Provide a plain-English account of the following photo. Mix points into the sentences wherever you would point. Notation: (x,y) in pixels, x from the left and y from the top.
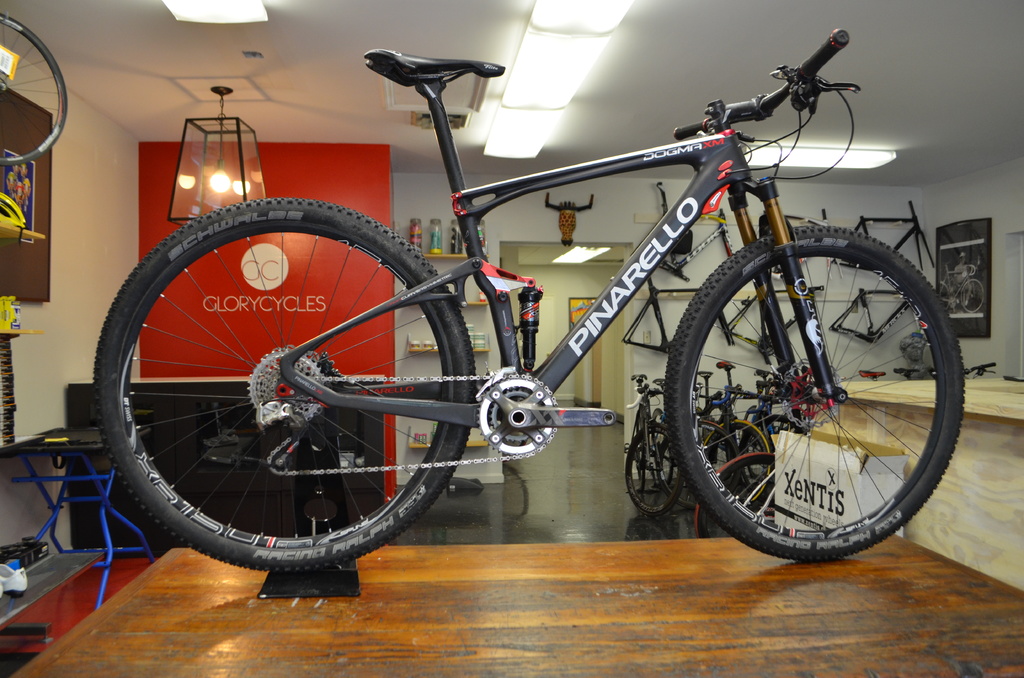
In this image we can see a bicycle (420,487) on the wooden surface (437,618). In the background (268,450), we can see bicycles (726,400), tables (923,422), frames (971,274), wall (565,292), bottles (456,237), shelves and metal objects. At the top of the image (620,53), we can see the roof (780,116) and lights (508,117).
